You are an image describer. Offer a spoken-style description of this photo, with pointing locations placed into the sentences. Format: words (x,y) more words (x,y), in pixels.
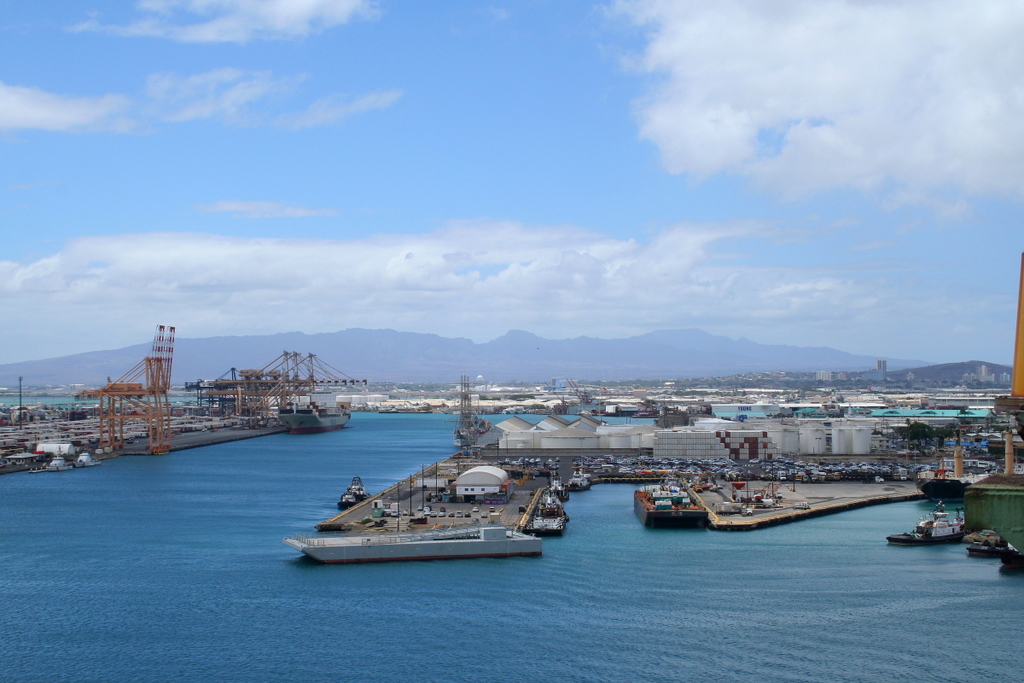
In this image we can see water (733,601), vehicles (692,460), boats (439,549), ships (87,465), towers (137,404), poles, pillars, and buildings (600,438). In the background (584,318) we can see mountain (577,347) and sky (661,182) with clouds (681,146).
